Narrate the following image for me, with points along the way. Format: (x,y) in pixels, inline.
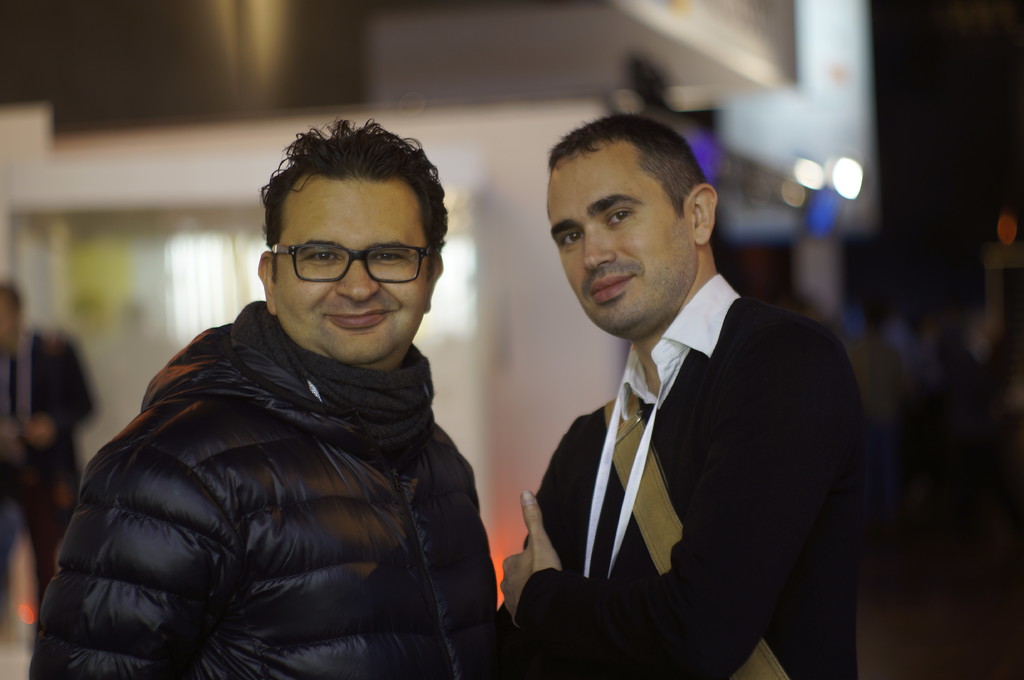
In the center of the image (580,439), we can see two persons (358,314) standing and smiling and the right side man (687,486) is wearing a bag (666,519). In the background (49,351), we can see a person (47,368) standing.
